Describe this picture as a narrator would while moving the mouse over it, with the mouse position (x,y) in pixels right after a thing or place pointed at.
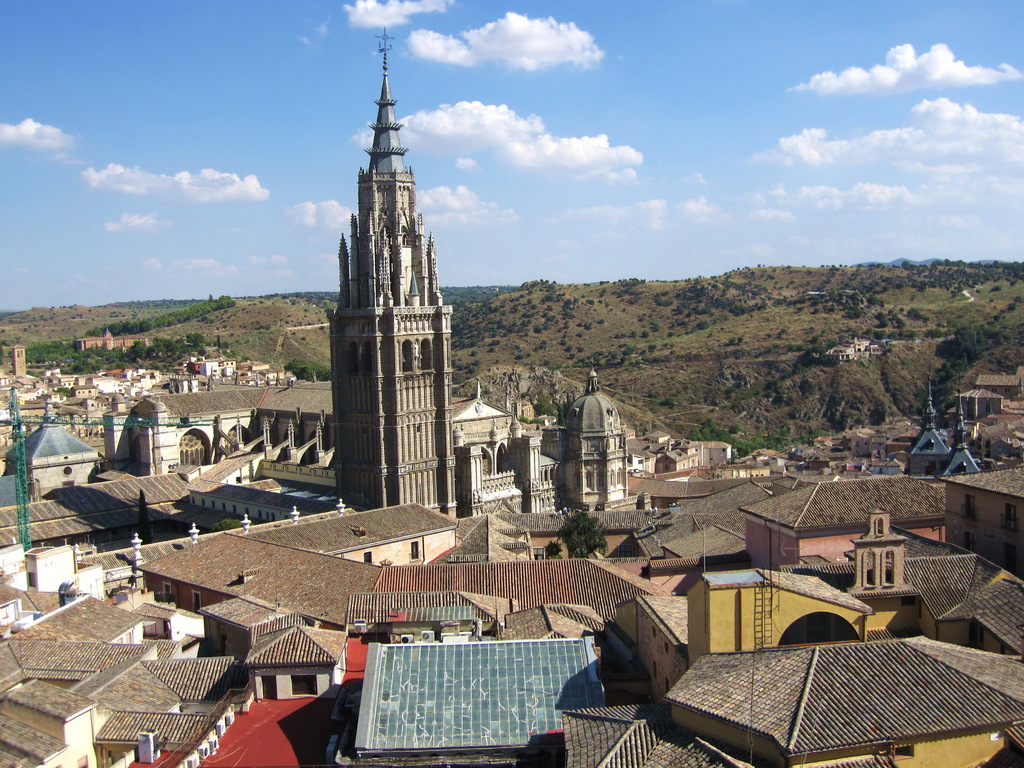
In this image I can see few buildings (624,544), windows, trees (960,343) and the sky (493,143) is in blue and white color.
